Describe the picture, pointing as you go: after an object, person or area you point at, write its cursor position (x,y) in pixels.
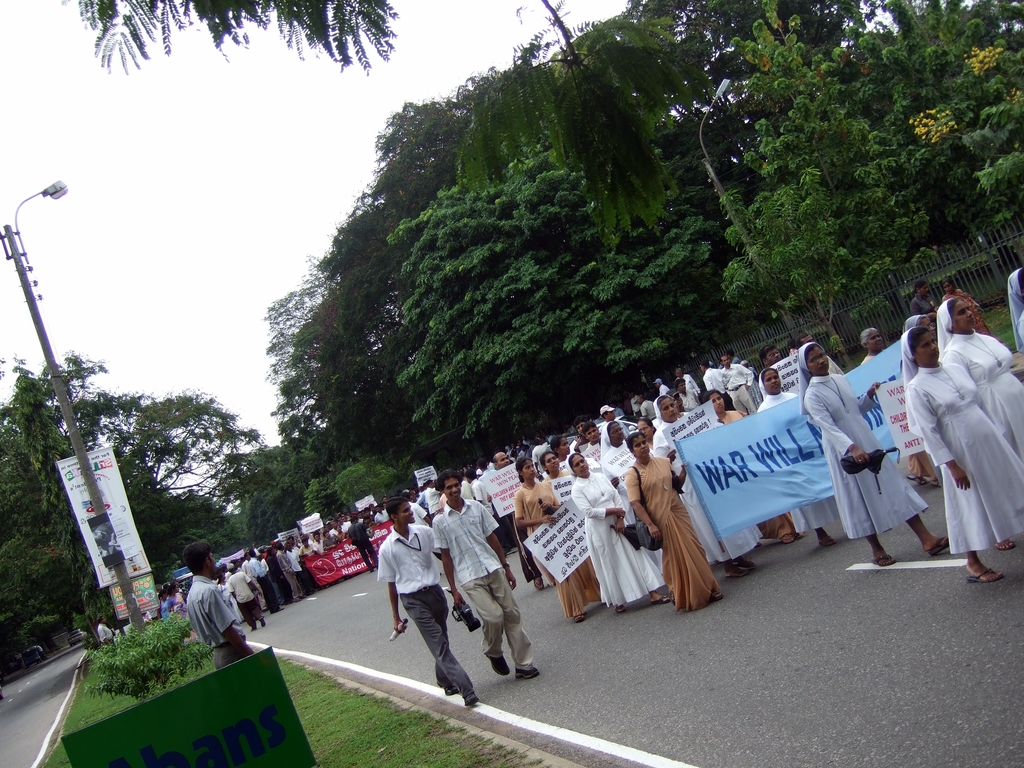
In this image, we can see people (599,573) and some are holding boards (552,557), banners (726,467) and some other objects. In the background (608,242), there are trees (518,152), light poles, boards (104,564) and we can see vehicles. At the top (215,161), there is sky (153,151) and at the bottom (690,667), there is a road (711,668).
